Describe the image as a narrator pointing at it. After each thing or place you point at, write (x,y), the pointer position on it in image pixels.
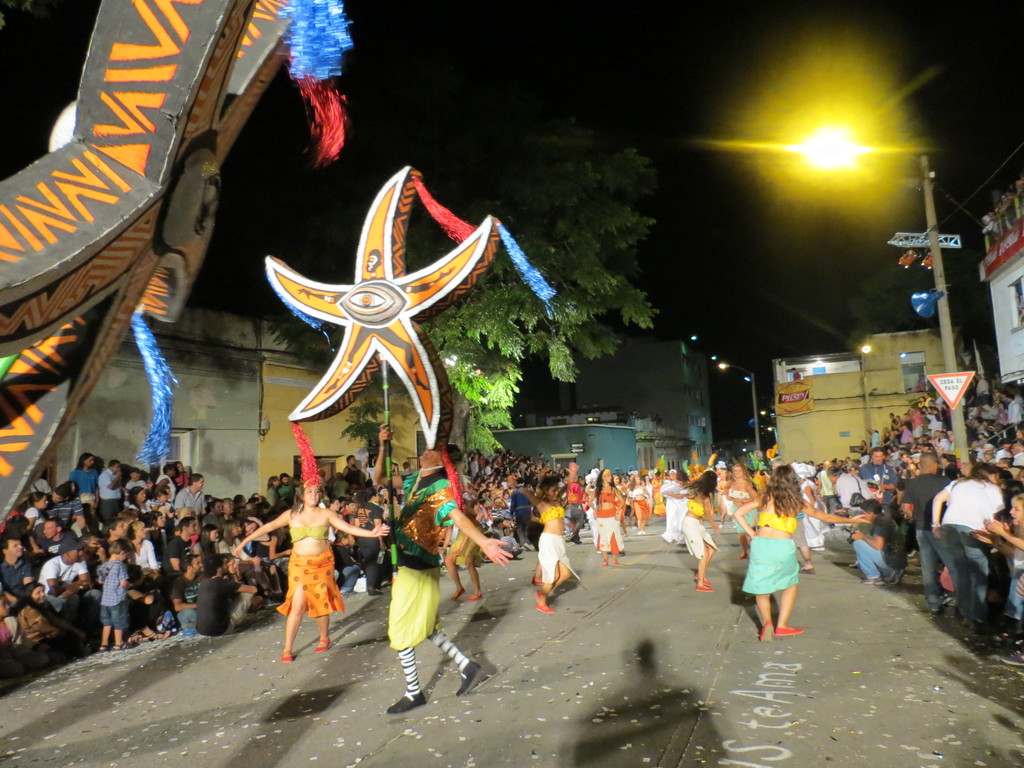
This is the picture of a city (830,631). In the middle of the image (442,483) there are group of people (765,543) dancing. On the left (336,549) and on the right side of the image (1022,622) there are group of people (549,470) sitting and there are buildings (877,413), trees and poles (965,433). At the top (609,109) there is sky (609,109). At the bottom (489,719) there is a road (654,681) and there is a text (786,716) on the road (786,716).
